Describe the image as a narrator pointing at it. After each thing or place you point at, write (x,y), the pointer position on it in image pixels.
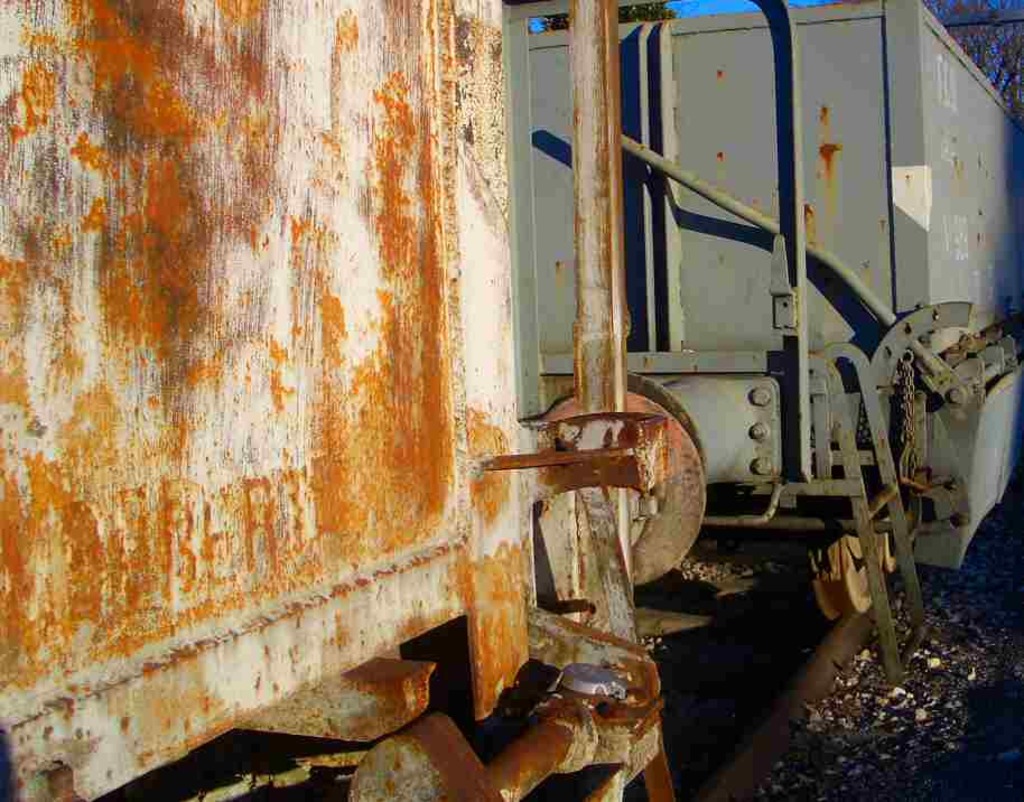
In the foreground of this image (440,579), it looks like goods carriers (667,486) of the train (578,689) on the track (796,702).
